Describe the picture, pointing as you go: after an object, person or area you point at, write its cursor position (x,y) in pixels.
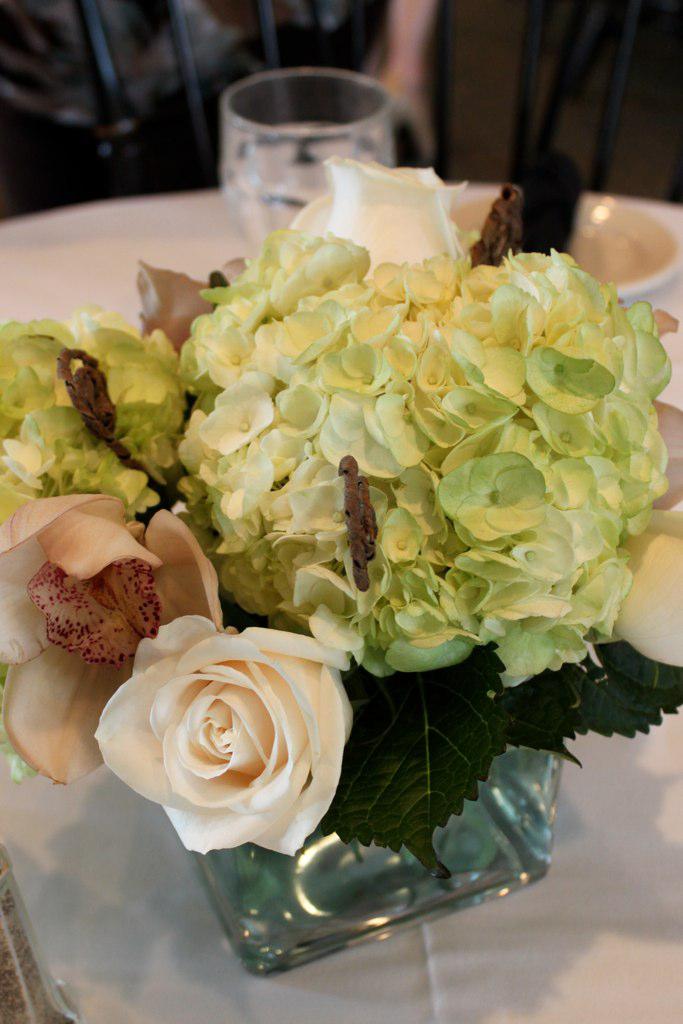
In this image I can see there are flowers (151,681) in a glass jar (391,856). At the top (262,182) there is a wine glass (286,168) and other things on this table (246,1020).
